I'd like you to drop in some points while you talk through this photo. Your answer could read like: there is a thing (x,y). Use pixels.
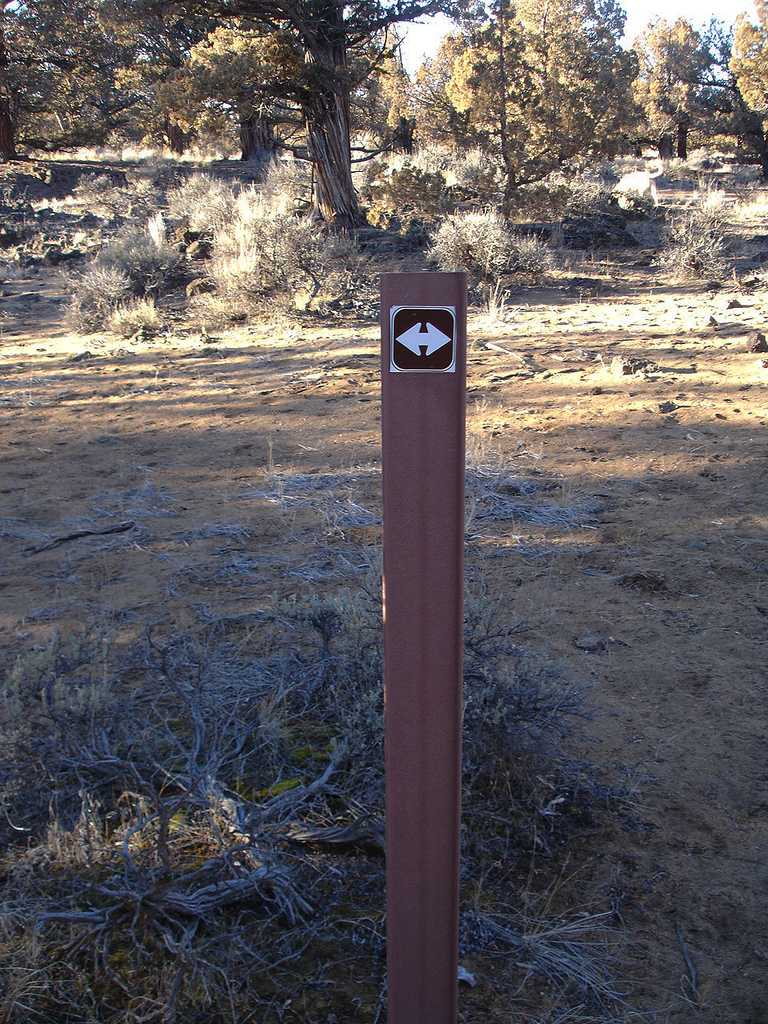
In this picture we can see a pole (425,641) and behind the pole (391,900) there are plants (307,211), trees (520,101) and a sky (666,0).
